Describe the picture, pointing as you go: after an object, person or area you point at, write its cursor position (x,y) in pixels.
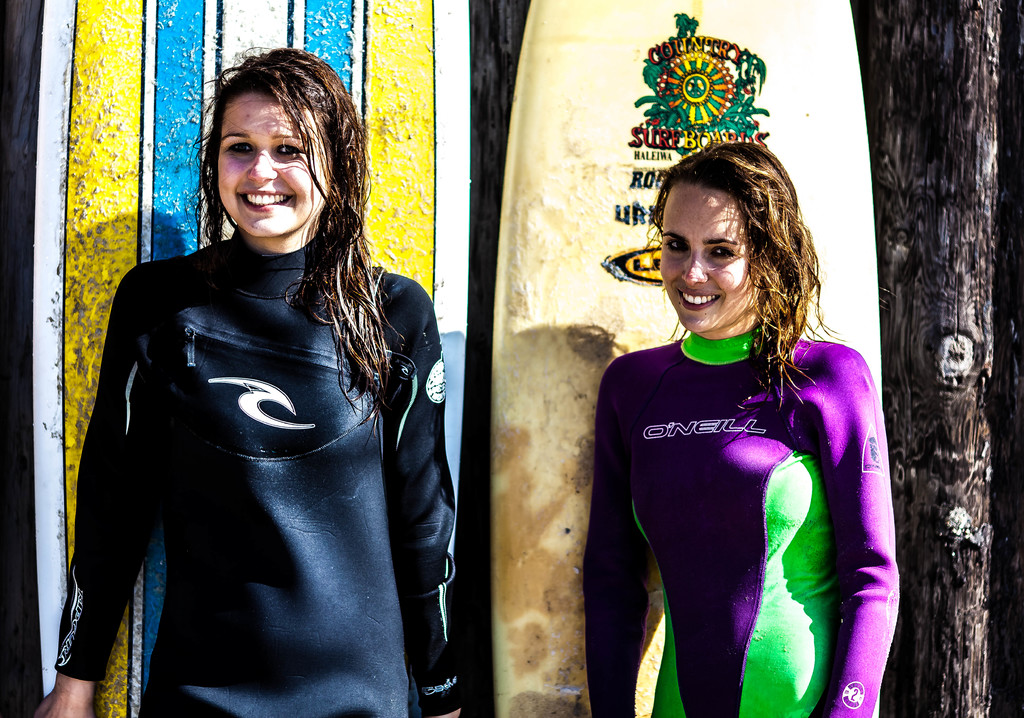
In this image in front (281,113) there are two people (92,482) having a smile on their faces (260,236). Behind them there are surfing boards (551,65). On the right side of the image (892,173) there is a tree (921,39).
